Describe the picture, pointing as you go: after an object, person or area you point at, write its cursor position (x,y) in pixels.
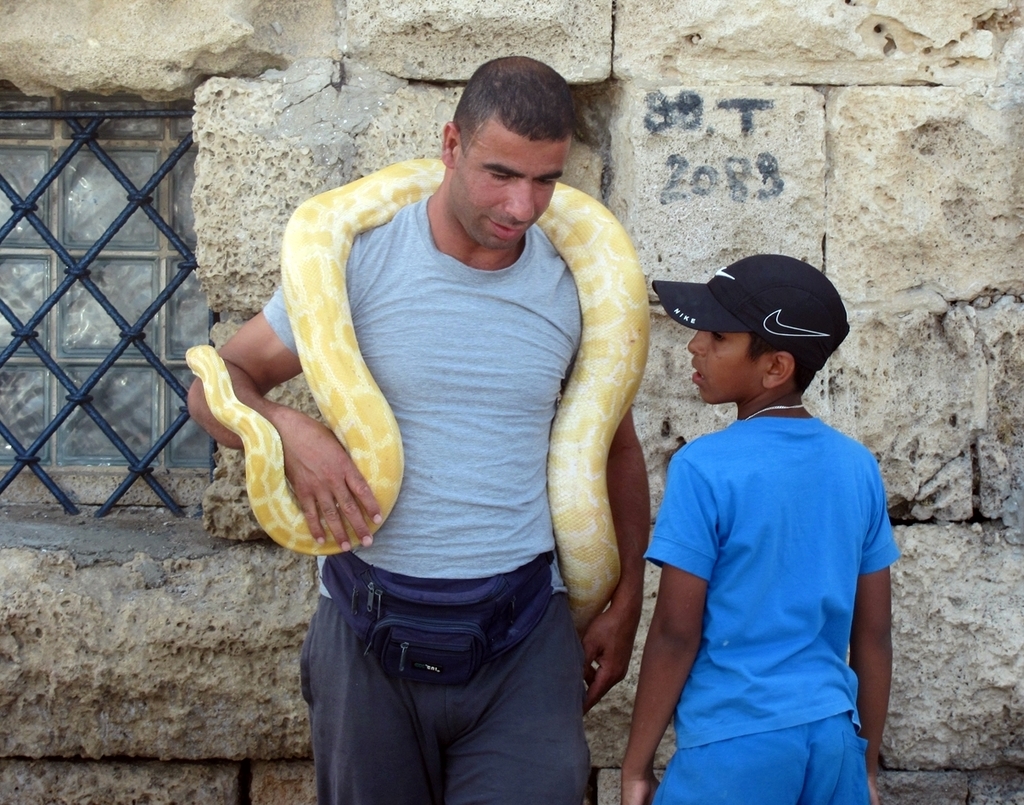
In this picture we can see man (539,231) and boy (748,454) standing here man (431,421) holding snake (315,239) in his neck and in background (212,133) we can see wall (286,152), rods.
